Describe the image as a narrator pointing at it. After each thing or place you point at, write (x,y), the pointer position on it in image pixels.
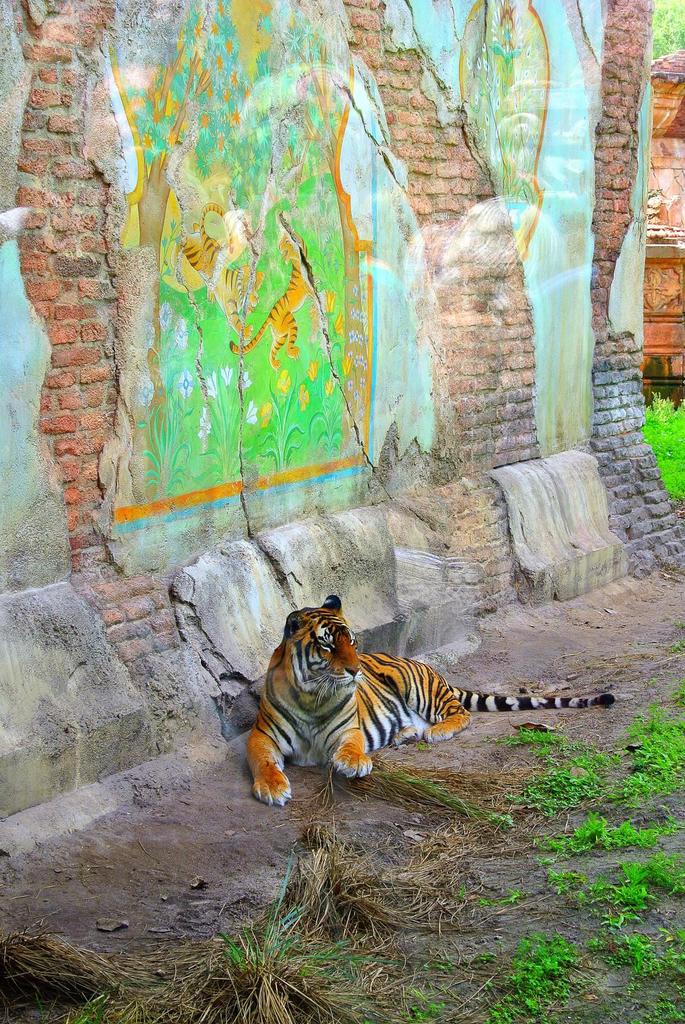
In this image we can see a tiger (309,753) is sitting. Behind one brick wall (272,464) is there. On land (460,994) some grass (666,726) is present.
